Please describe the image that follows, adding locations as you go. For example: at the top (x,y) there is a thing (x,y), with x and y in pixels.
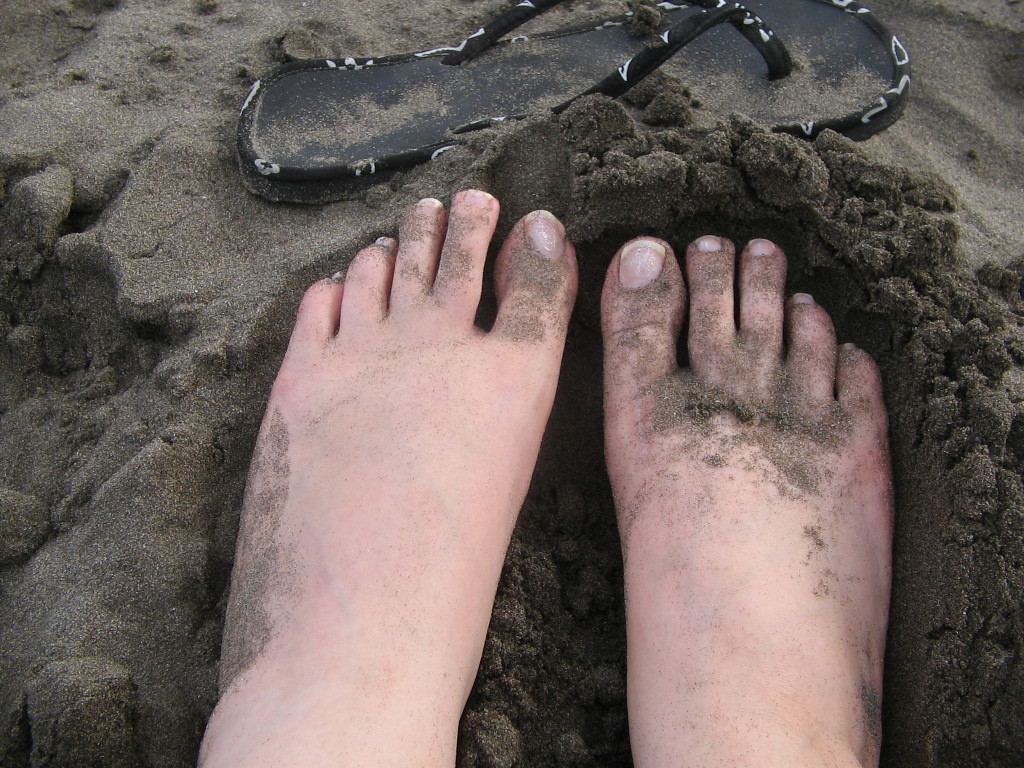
In this image, we can see human feet (250,679) on the sand (951,603). Top of the image (471,128), we can see a footwear (497,80).
